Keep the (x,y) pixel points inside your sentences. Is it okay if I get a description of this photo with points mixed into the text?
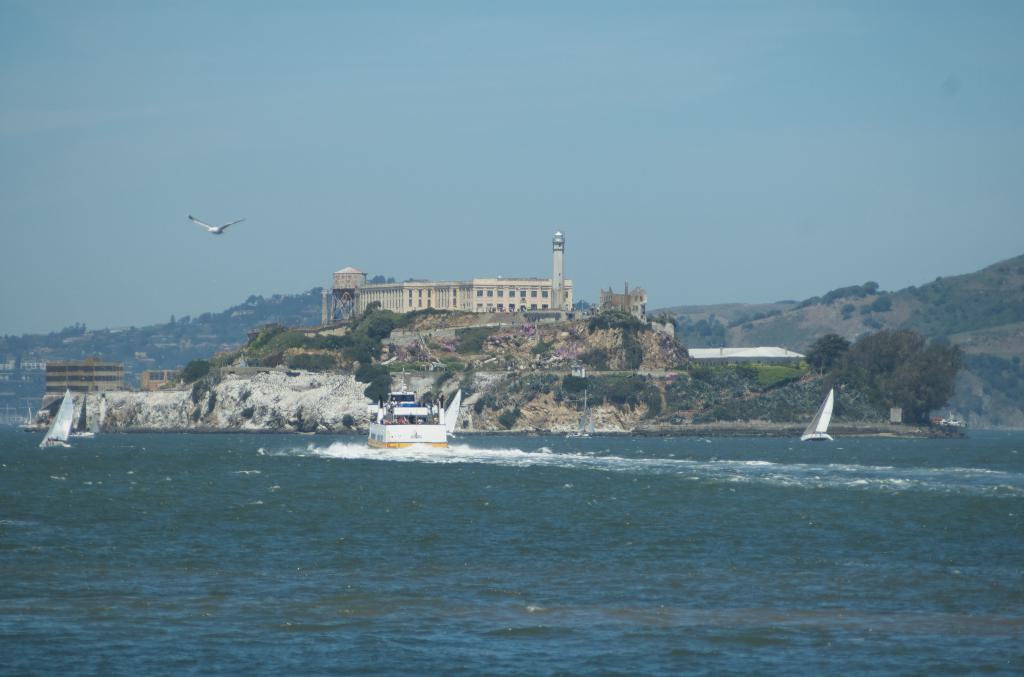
In this image in front (390,432) there are ships (429,432) in the water (411,465). We can see there is a bird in the air (241,254). In the background (339,252) there are buildings (323,315), trees (878,345), mountains (805,326) and sky (703,118).
